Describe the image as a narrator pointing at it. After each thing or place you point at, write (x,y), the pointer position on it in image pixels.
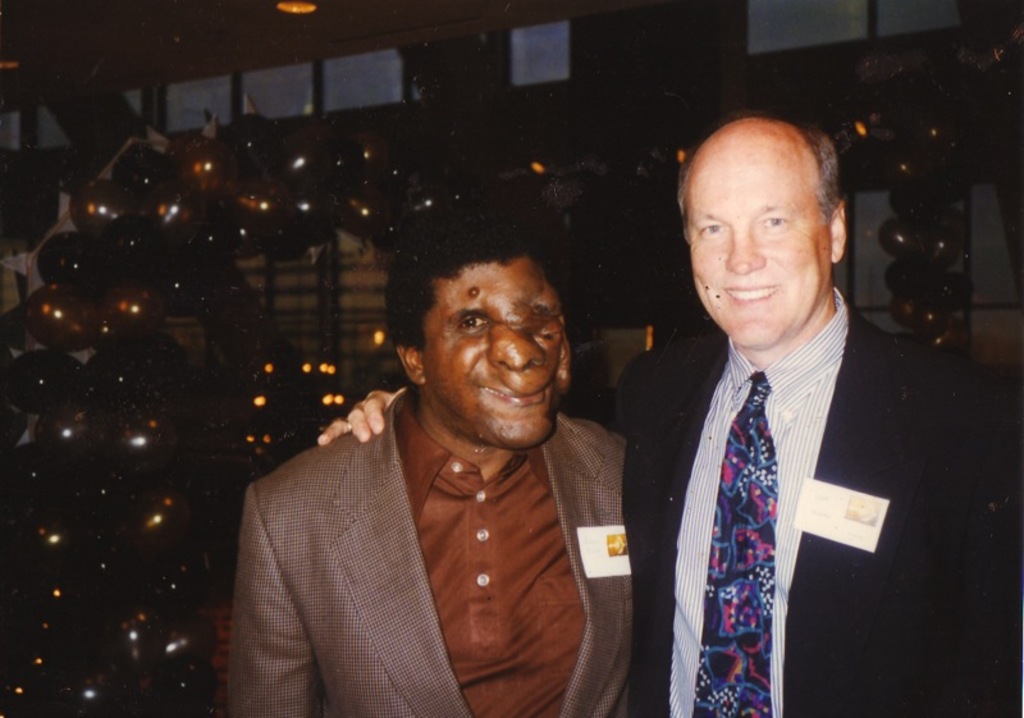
On the right of this picture (839,560) we can see the two persons (562,506) wearing suits (872,406), smiling and standing. In the background (247,148) we can see the lights (301,3), balloons (51,298) and some other objects (858,41).
